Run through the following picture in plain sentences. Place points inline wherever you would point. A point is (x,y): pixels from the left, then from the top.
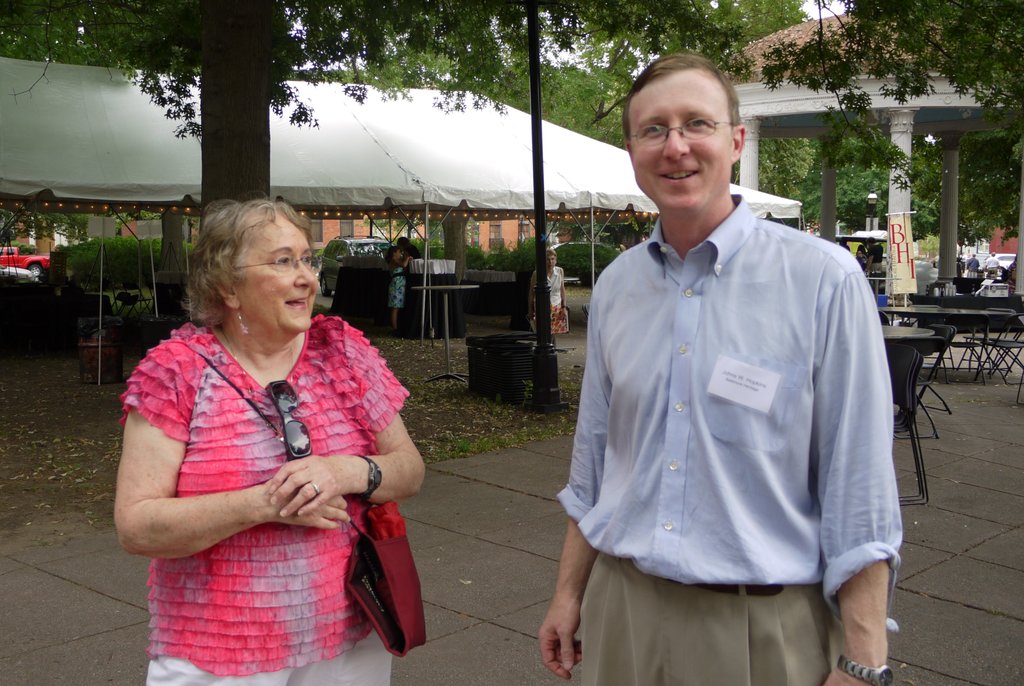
In front of the picture, we see the man (733,492) and the women (279,493) are standing. Both of them are wearing the spectacles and they are smiling. The man (665,323) is posing for the photo. The woman (381,469) is wearing a handbag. On the right side (903,313), we see many chairs (1015,337) and tables (960,303). Behind that, we see a board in white color with some text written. In the middle (551,381), we see a pole (541,248). Behind that, we see three people (400,269) are standing. Beside them, we see the tables (416,291). On the right side (887,251), we see the pillars (908,197) and the people (990,268) are standing. We see the cars (1006,260) in the background (985,255). On the left side (126,312), we see the chairs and the tables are placed under the white tent (358,152). There are trees (415,46), buildings (49,238) and cars (332,248) in the background (328,233).
